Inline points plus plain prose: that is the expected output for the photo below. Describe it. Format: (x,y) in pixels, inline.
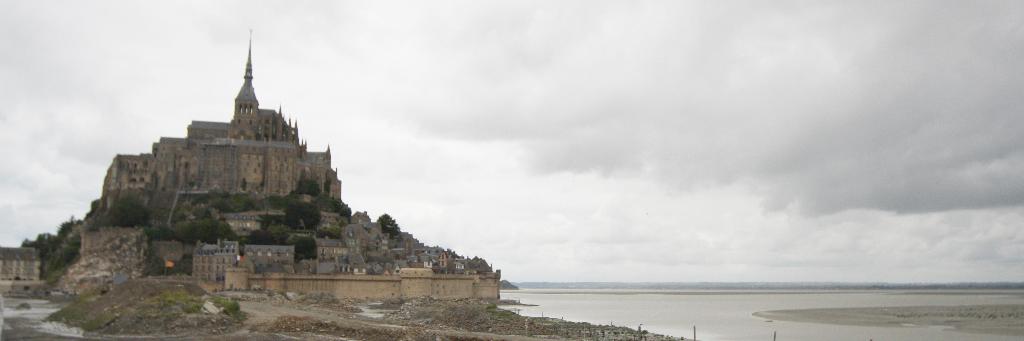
On the left side of the image (321,233) we can see the tower (251,105), buildings (350,230), trees (299,225), rocks (206,303), grass (166,301), ground (155,293), flag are present. On the right side of the image (720,312) there is a water (725,311). At the top of the image (749,105) clouds (769,186) are present in the sky (638,199).
